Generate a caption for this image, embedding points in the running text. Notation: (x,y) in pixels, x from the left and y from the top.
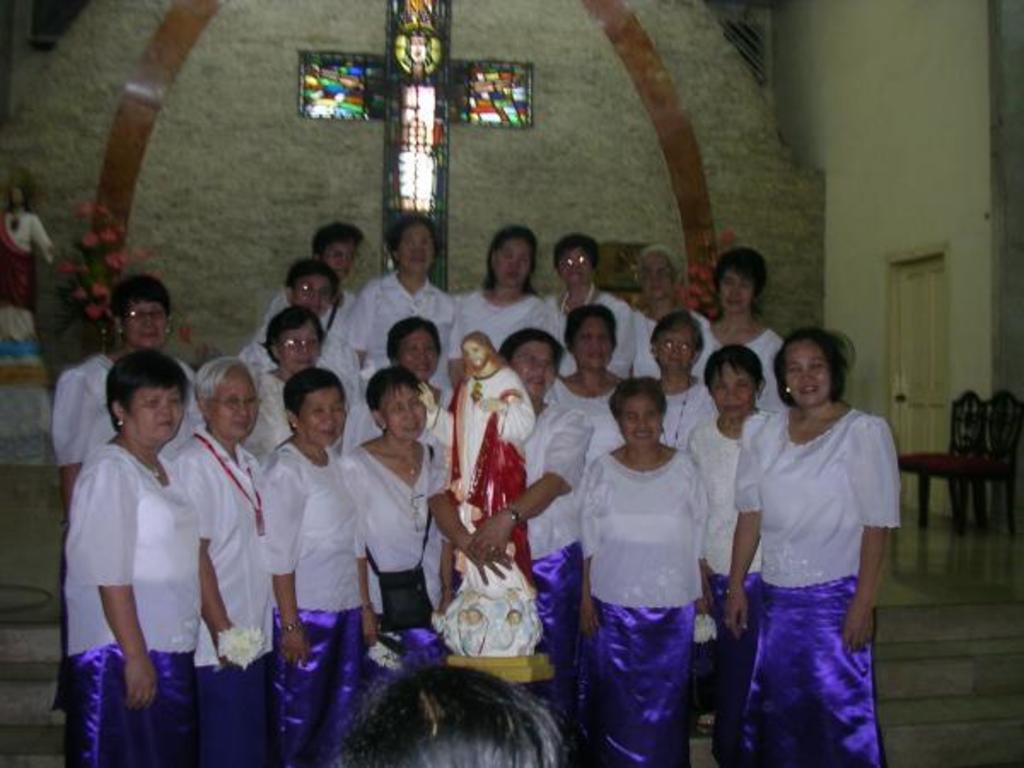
In this picture there are group of persons (446,522) standing. In the center (465,490) there is a statue (480,463). In the background (332,159) there is a wall (579,135). In front of the wall (210,174) there are flowers (105,260) and there is a statue (21,252). On the right side of the wall (872,316) there is a door (940,377) and there are two chairs (962,464) in front of the wall (983,383) which is on the right side (915,126).
